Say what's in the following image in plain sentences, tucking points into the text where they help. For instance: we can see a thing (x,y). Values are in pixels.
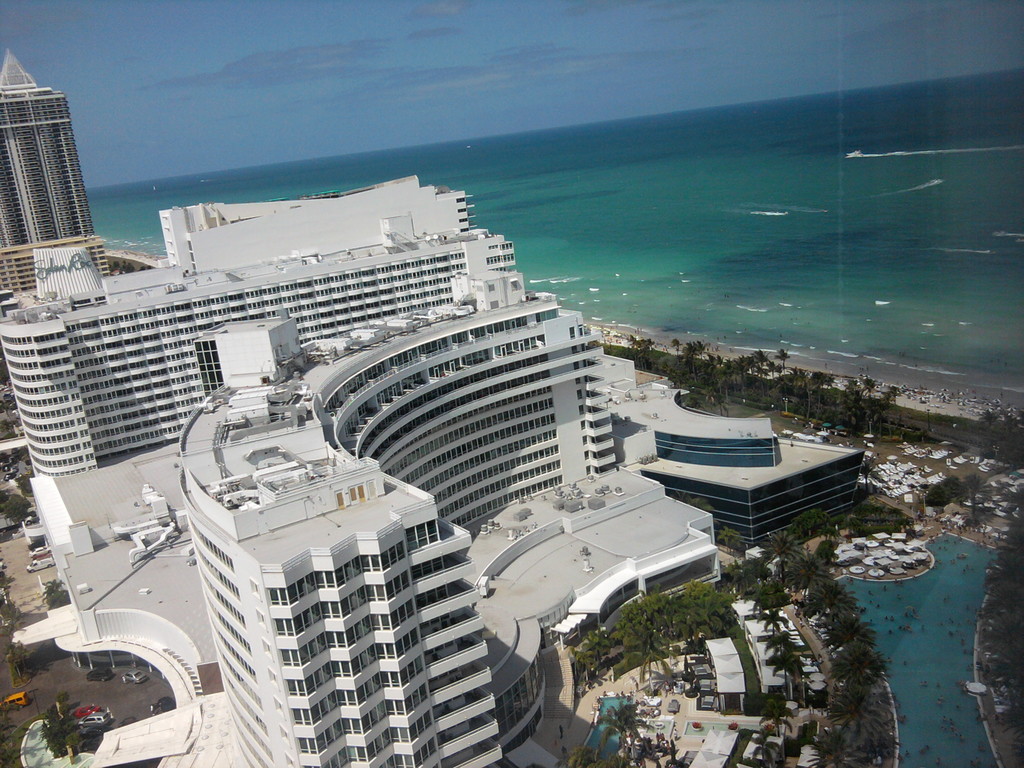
In this image I can see buildings (131,511) in white and cream color, few vehicles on the road (14,571), trees (614,637) in green color, water (634,189) in blue color. Background (222,71) the sky (385,62) is in blue color.
